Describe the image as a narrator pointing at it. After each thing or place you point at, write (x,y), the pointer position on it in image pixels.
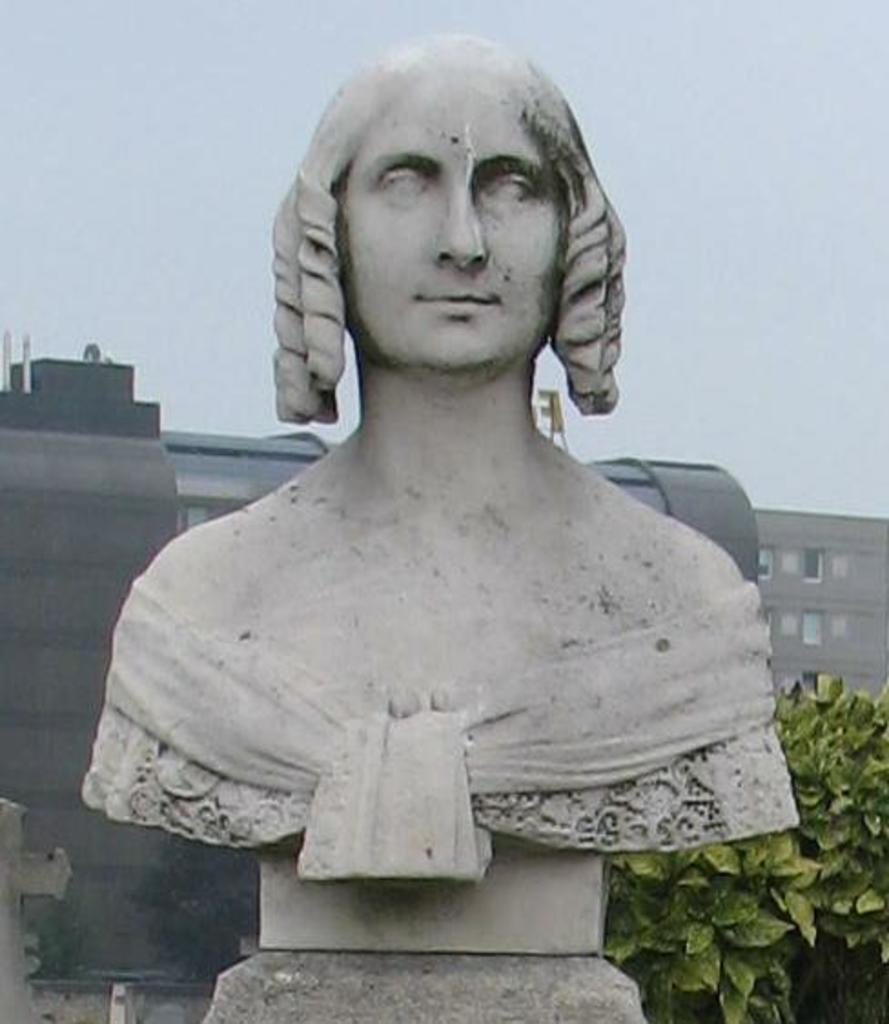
In the foreground of this image (459,687), there is a statue (478,704). On the left (33,879), there is a cross symbol (39,870). On the right (777,916), there are plants (803,899). In the background (827,544), it seems like buildings (758,548) and the sky (736,193) at the top (732,170).
